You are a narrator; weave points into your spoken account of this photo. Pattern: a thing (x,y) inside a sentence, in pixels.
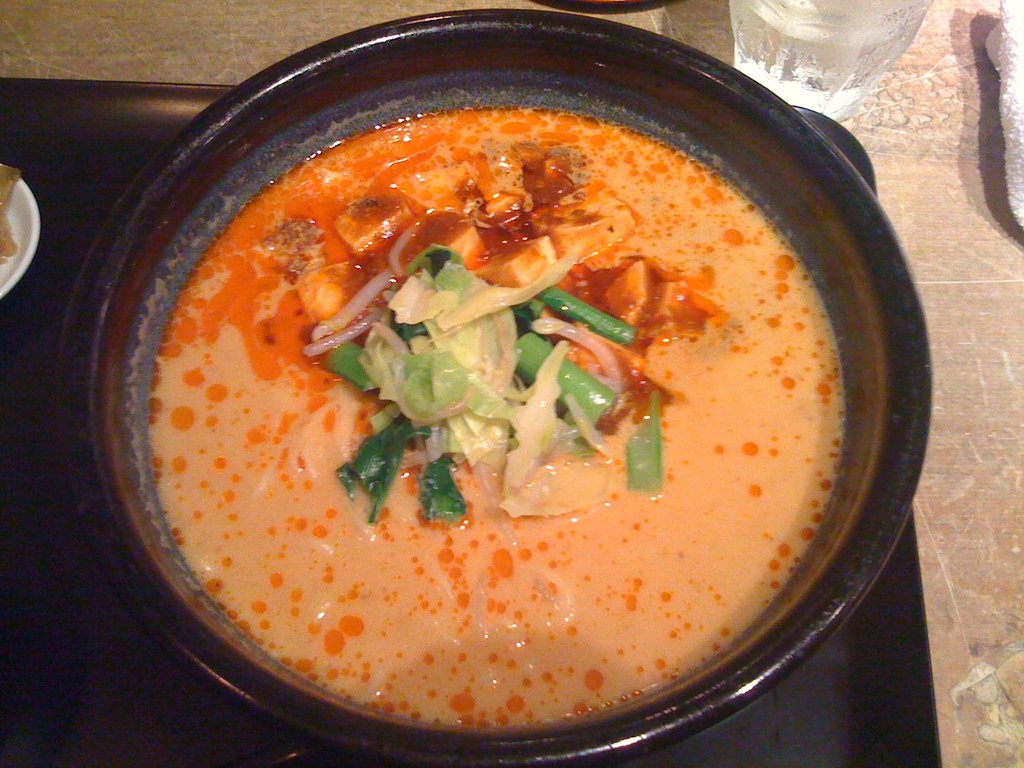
In this image we can see a table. On the table (987,63) there are serving bowl (171,215) with food (710,457) in it, glass tumbler (856,86), napkin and a tray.
